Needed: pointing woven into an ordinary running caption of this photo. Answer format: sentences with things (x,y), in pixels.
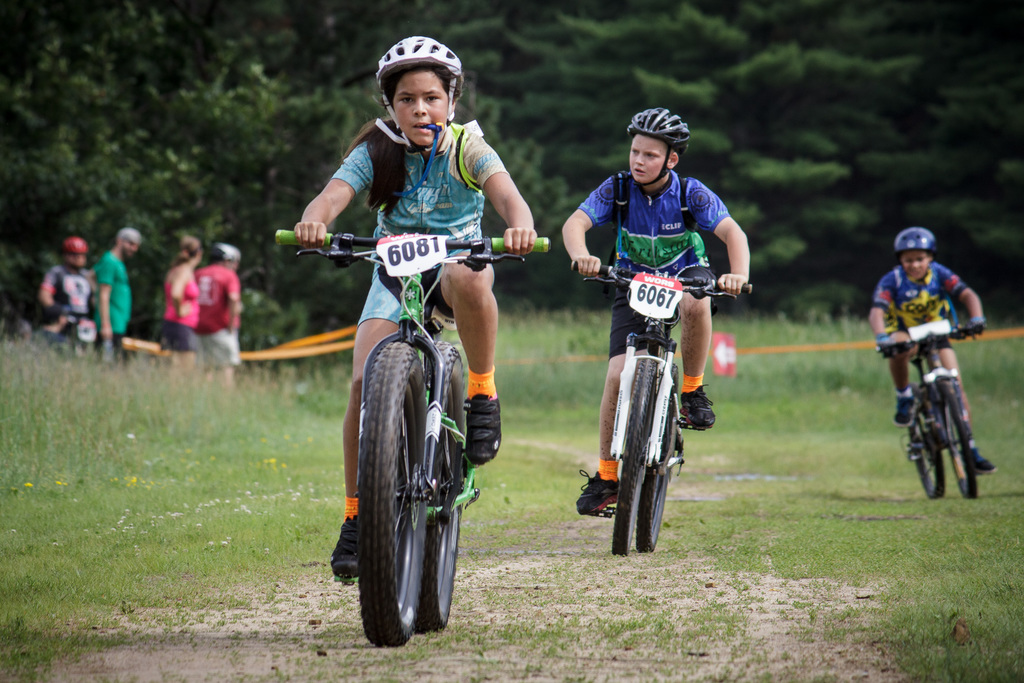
In this image, we can see children (380,332) riding bicycles (440,441). At the bottom of the image (1014,546), we can see the grass (81,628). In the background (788,187), there are plants (40,355), trees (762,190), ropes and people (77,239).
